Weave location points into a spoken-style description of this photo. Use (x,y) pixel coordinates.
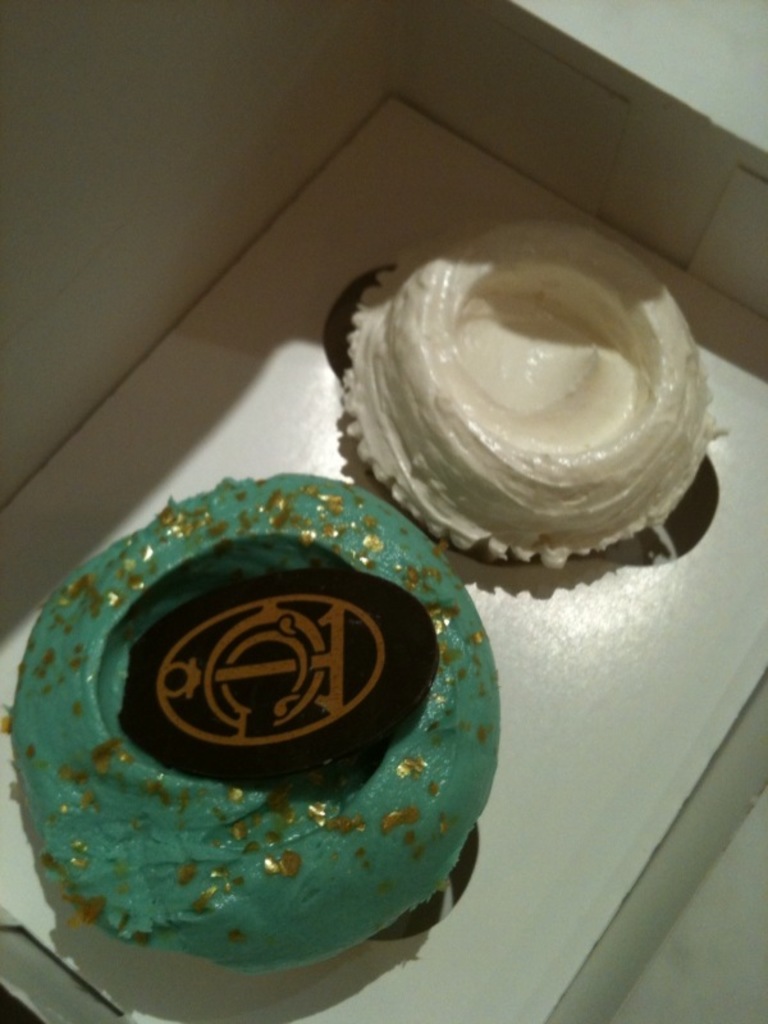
In this image there is a box (59,991). In the box (59,991) there are two objects (410,695). One is in green color and other white color.
